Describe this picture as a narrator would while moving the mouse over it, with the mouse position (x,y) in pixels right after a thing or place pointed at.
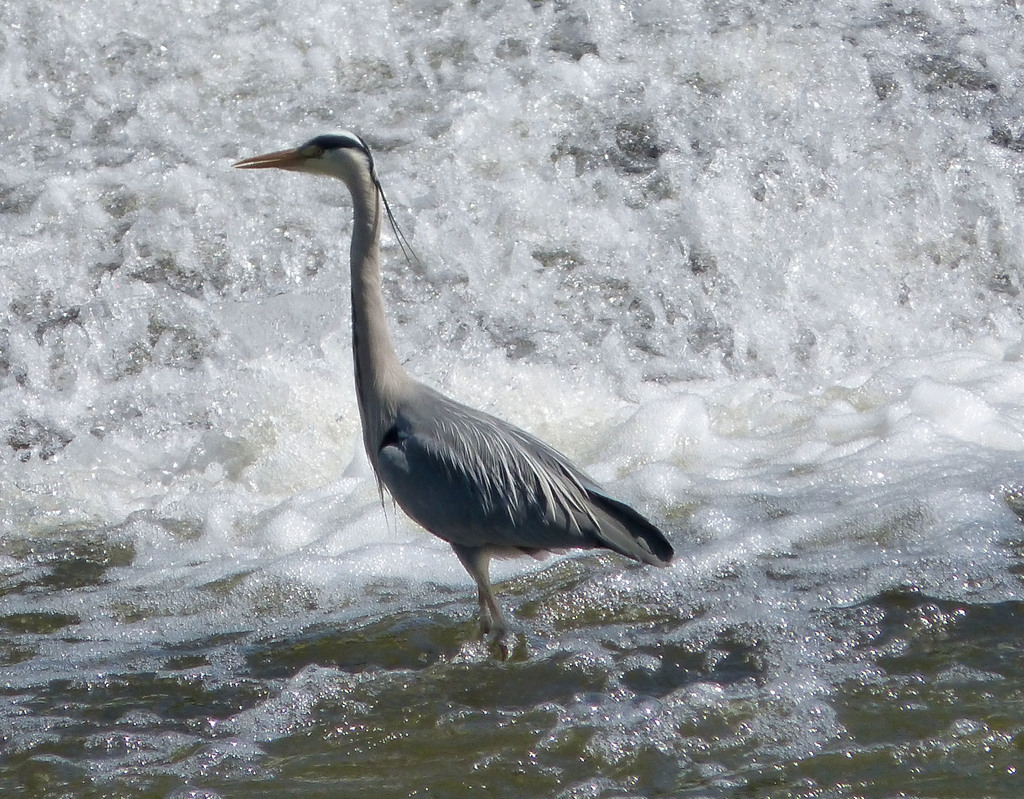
In this picture we can see a bird (458,487) in the water (357,604). Waves (316,491) are visible on top of the image (512,75).
